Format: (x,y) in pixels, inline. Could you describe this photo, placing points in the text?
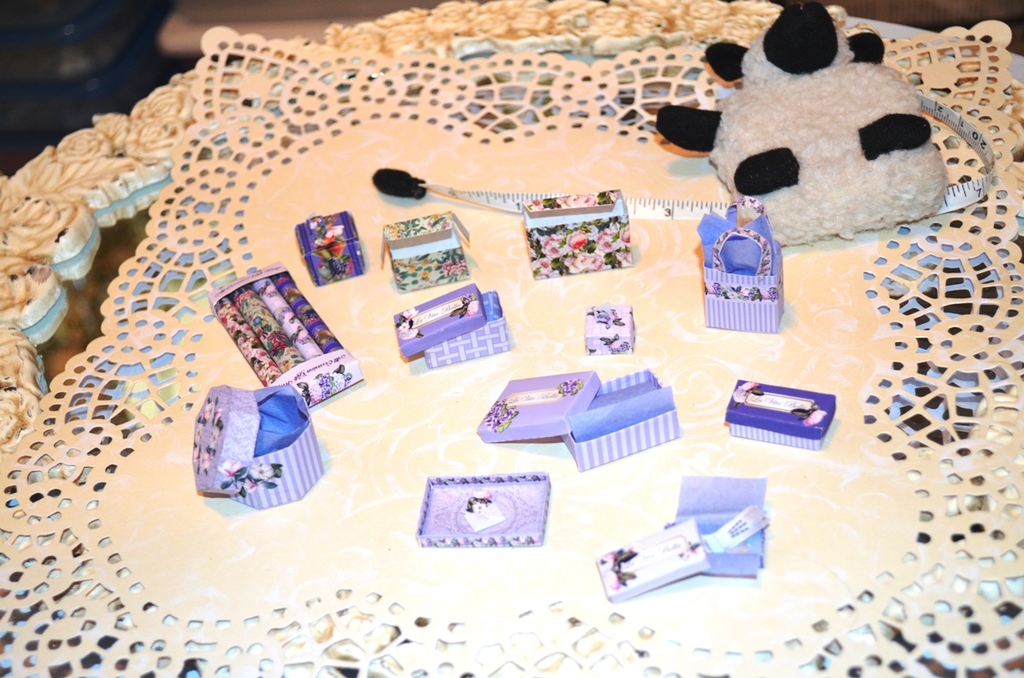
In this image there is a table (187,261) having a mat (787,364) on it. On the mat (881,342) there is a toy (859,174), measuring tape (666,209) and few tiny gift boxes (532,422). Background (15,100) is blurry.
